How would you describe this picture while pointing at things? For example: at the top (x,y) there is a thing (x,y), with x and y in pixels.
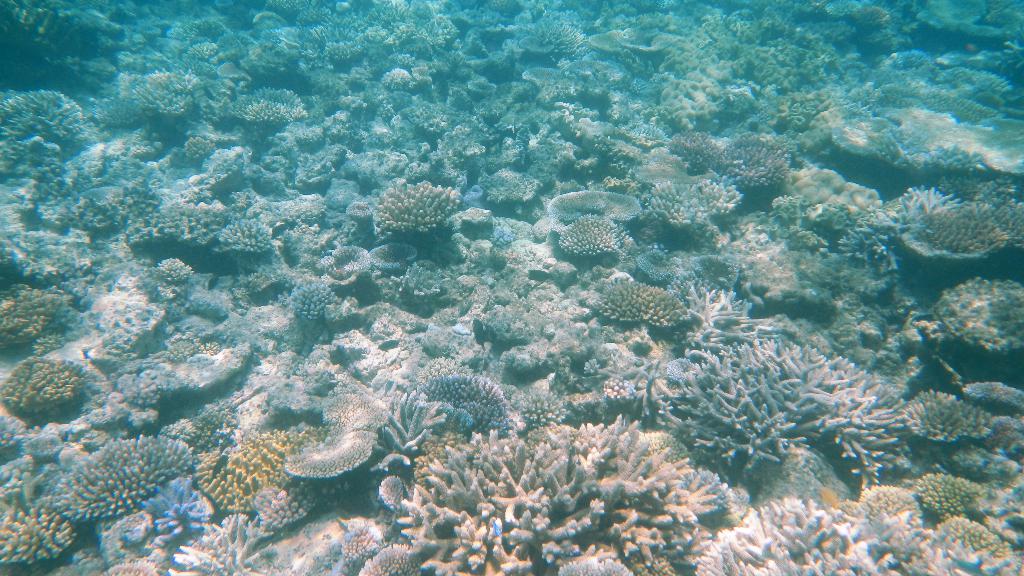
In this image I can see underwater water environment (588,406).
